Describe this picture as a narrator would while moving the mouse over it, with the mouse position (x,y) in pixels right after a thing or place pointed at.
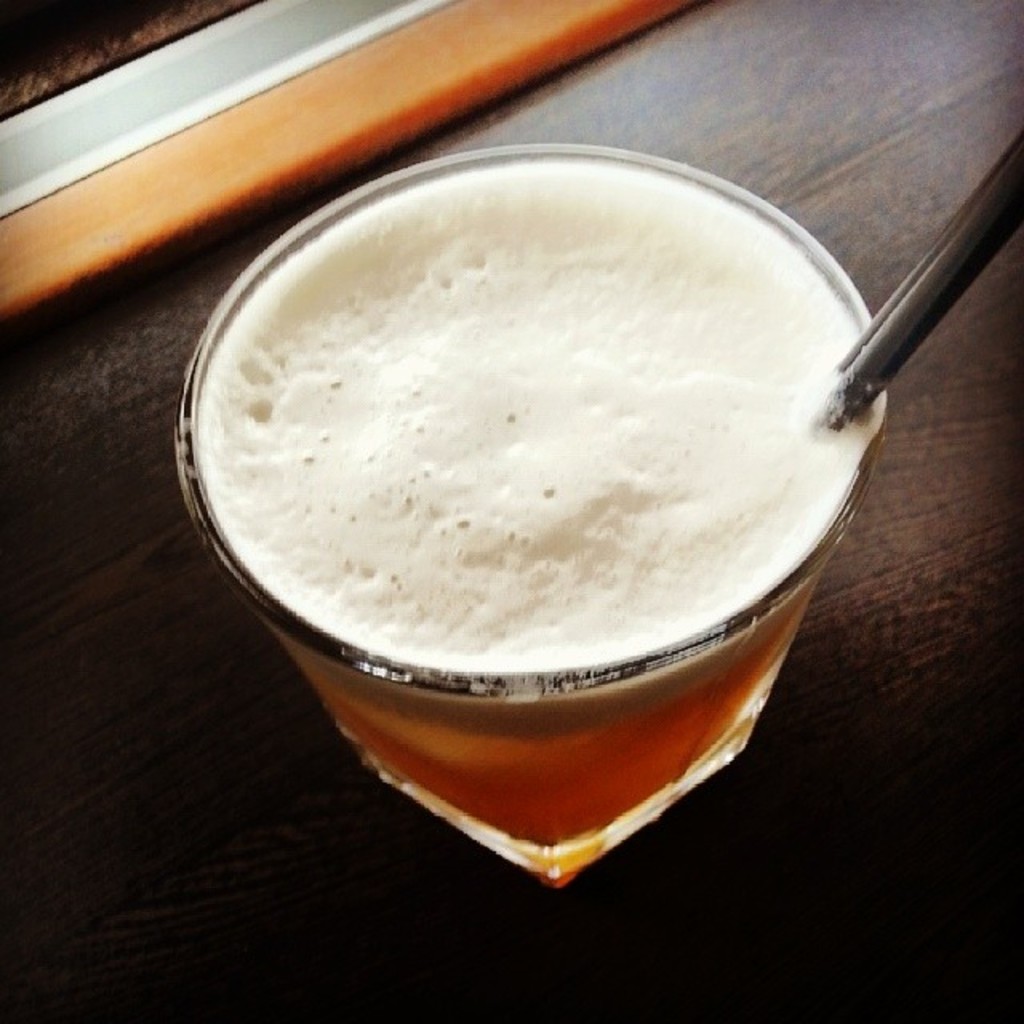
There is a glass (608,427) with liquid (541,534) and an object (867,357) in it on a platform (185,982) and on the left (300,132) at the top (300,132) we can see an object (304,121).
